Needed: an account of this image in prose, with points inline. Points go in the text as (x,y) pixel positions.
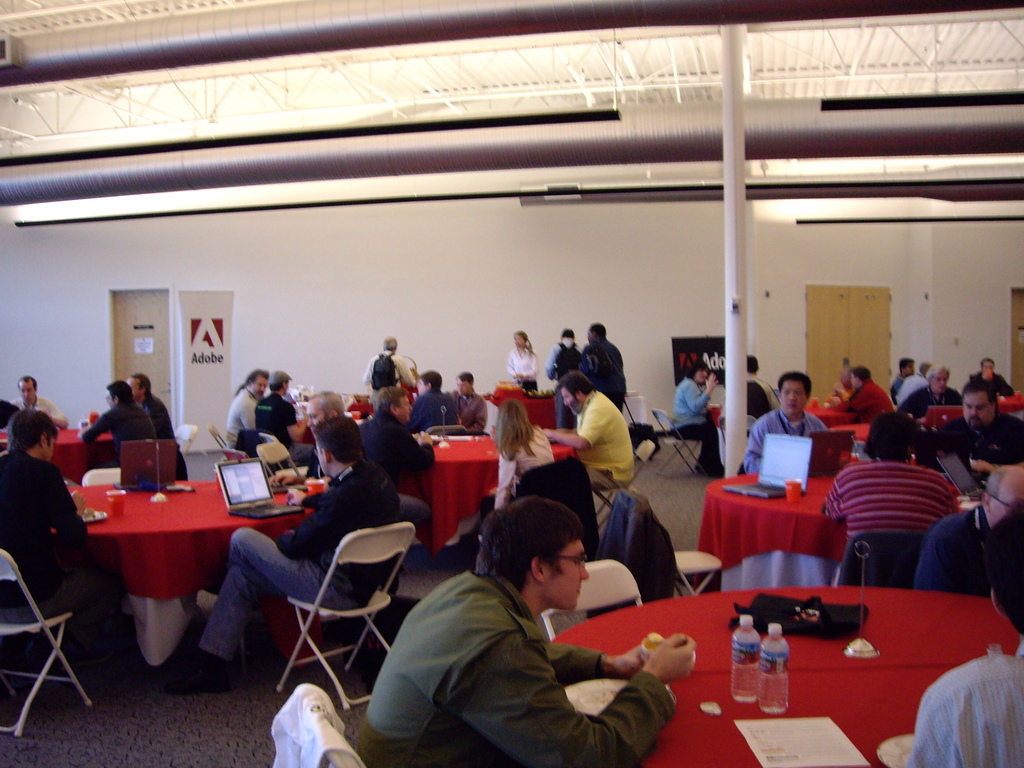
In this picture we can see a group of people (504,411) sitting on chair (185,440) and in front of them there is table (610,641) and on table (714,673) we can see bottle (773,634), bag (795,619), paper (780,727), laptop (241,471) and in background (214,280) we can see wall (709,317), doors (818,328), banner (679,338), pole (739,325).
